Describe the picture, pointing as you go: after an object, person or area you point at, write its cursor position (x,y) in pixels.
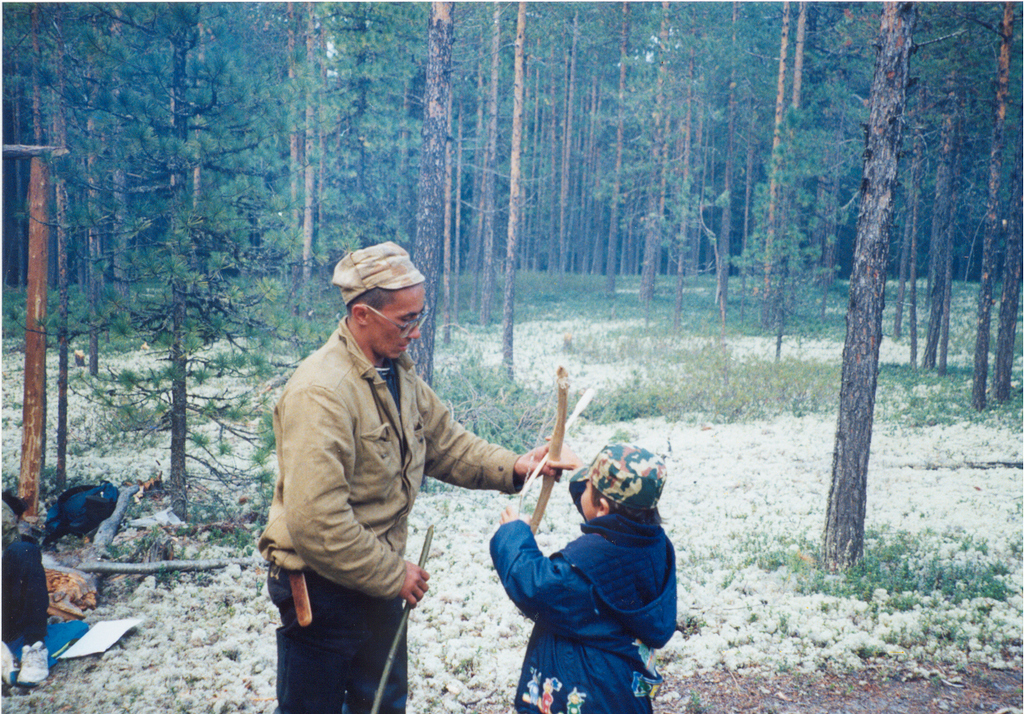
In this picture I can see there is a man (332,590) and a boy (525,708) standing. They are holding wooden sticks (570,426) and there is lichen (783,450) on the floor (142,675) and in the backdrop (246,218) there are trees (253,459).
